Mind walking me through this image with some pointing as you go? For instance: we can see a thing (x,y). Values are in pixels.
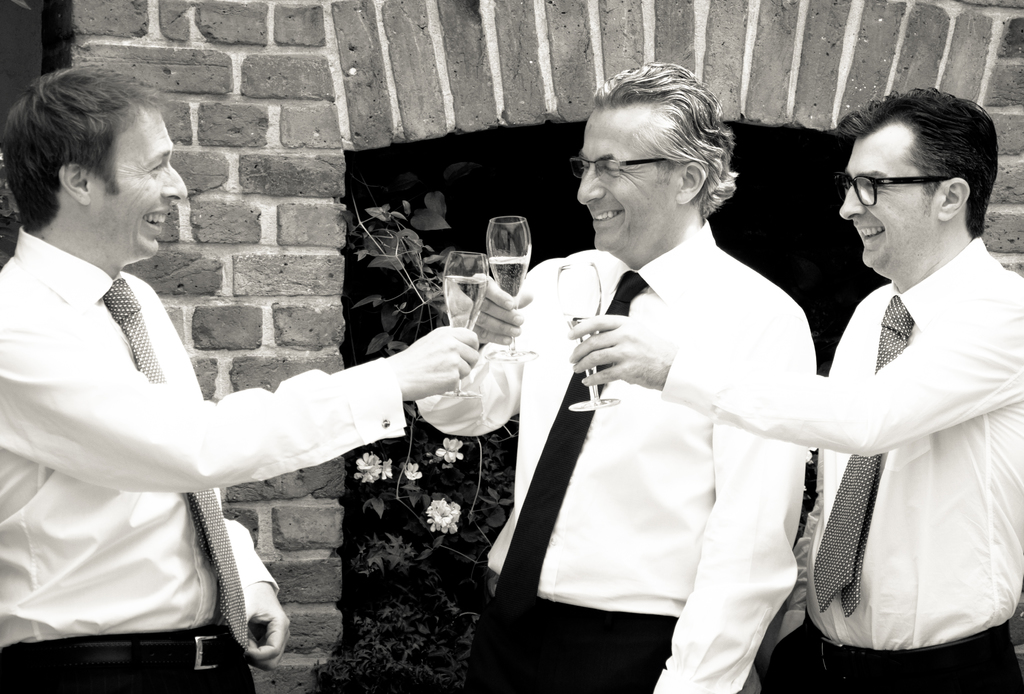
This is a black and white image. I can see three men (656,503) standing and smiling. They are holding wine glasses (505,285) with wine (469,293). In the background (421,288), I can see a plant (430,474) with flowers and there is a wall (566,67).
